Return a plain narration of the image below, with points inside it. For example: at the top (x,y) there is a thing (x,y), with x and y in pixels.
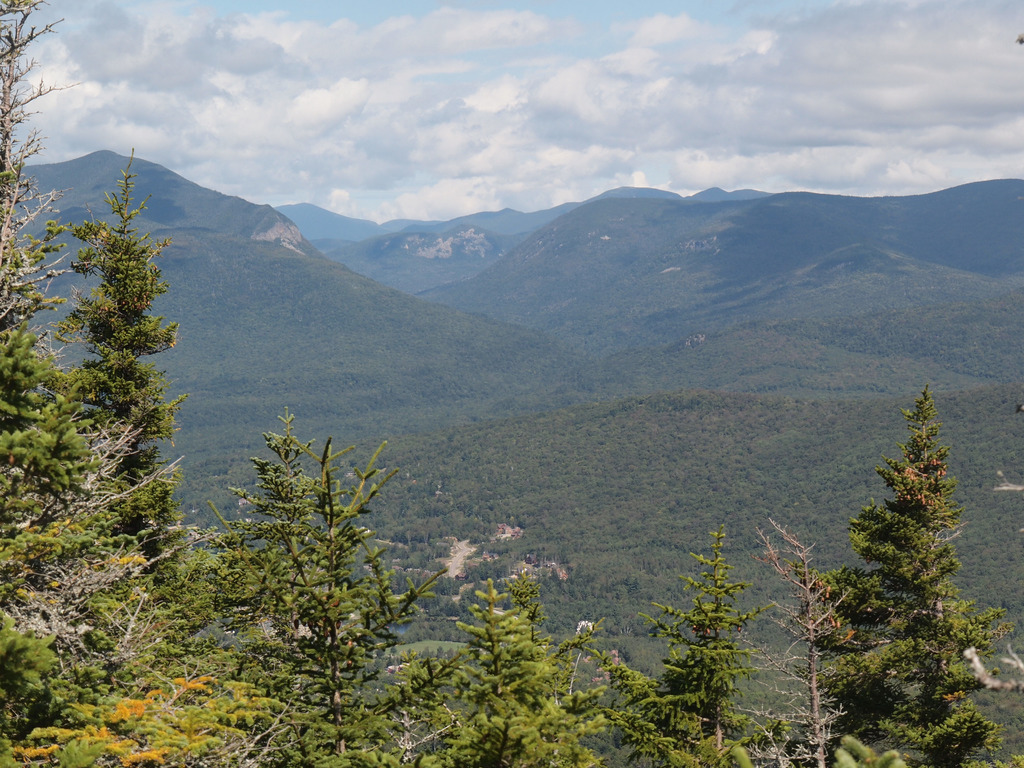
In this image there are some trees (294,654) on the bottom of this image (494,657) and there are some mountains (600,360) in the background (380,334). There is a cloudy sky (450,105) on the top of this image (474,123).
